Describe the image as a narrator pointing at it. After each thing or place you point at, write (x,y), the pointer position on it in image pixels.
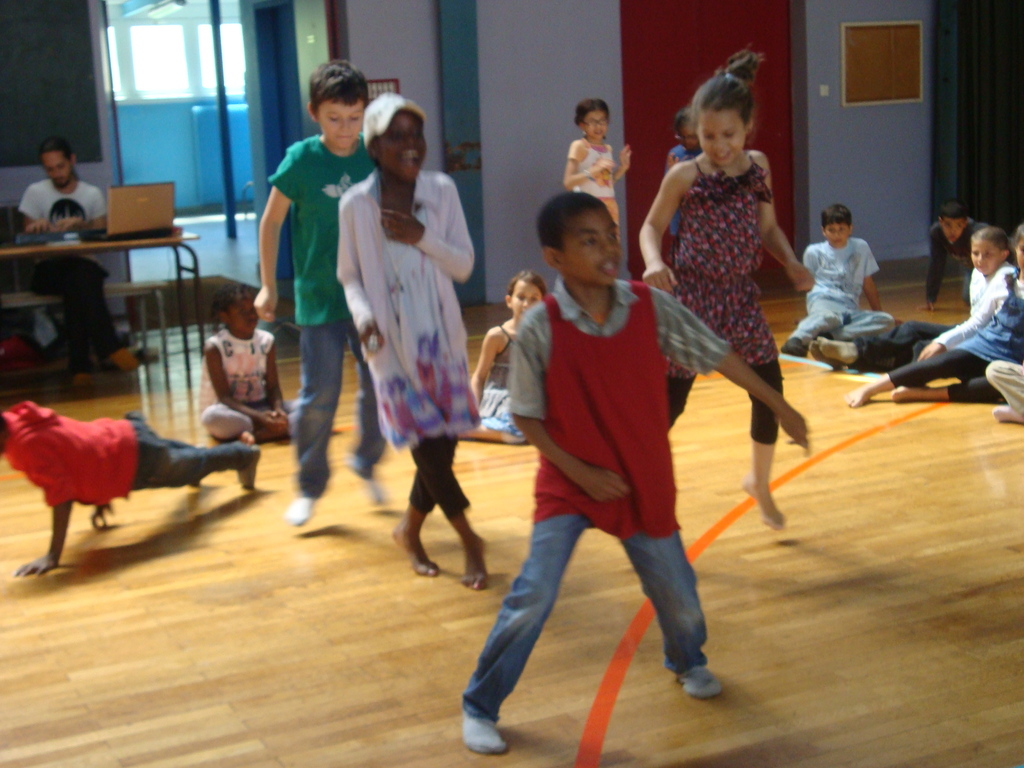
In this image, we can see few childrens (585,378) are dancing on the floor (694,722). Few are sitting and standing. On the left side (60,218), a person (57,198) is sitting. There is a table (127,246), laptop (134,219). Few objects (49,233) are placed on the table (10,254). Background (258,180) there is a wallboard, pole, pillars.
